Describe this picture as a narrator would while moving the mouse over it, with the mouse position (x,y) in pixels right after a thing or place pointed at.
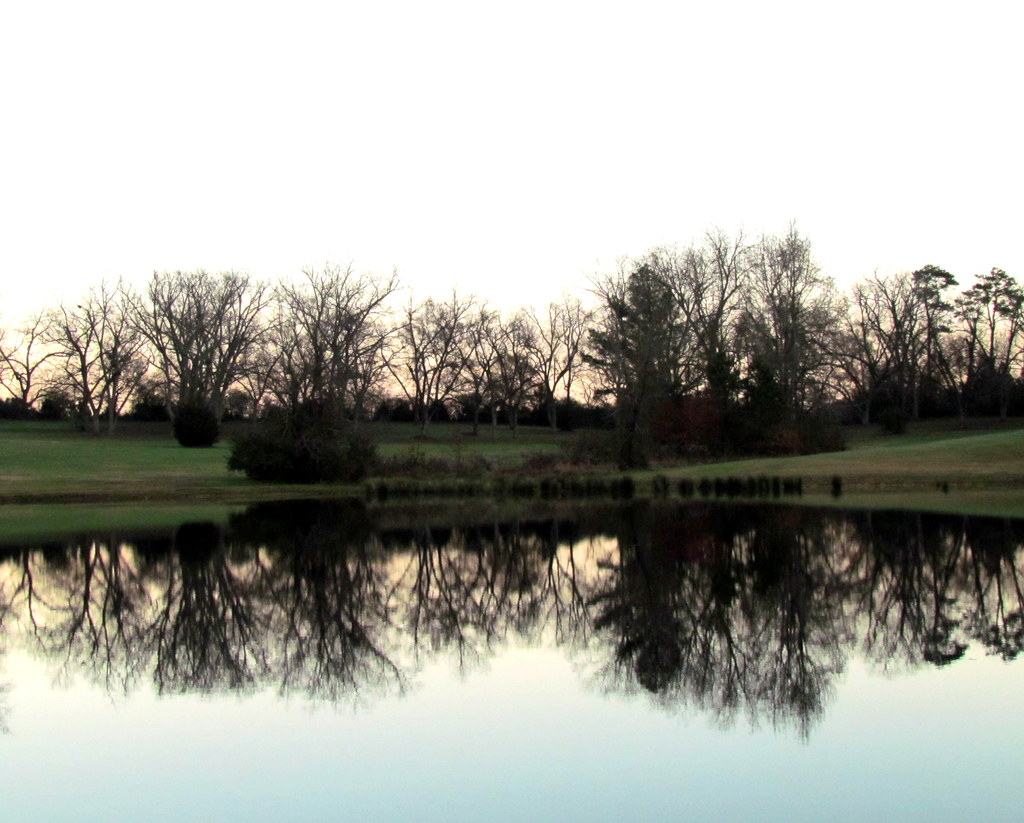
This is an outside view. At the bottom of the image (333,711) there is a river (675,604). In the background (83,451), I can see the trees (137,398) and grass (145,453). On the top of the image (416,132) I can see the sky (562,140).
